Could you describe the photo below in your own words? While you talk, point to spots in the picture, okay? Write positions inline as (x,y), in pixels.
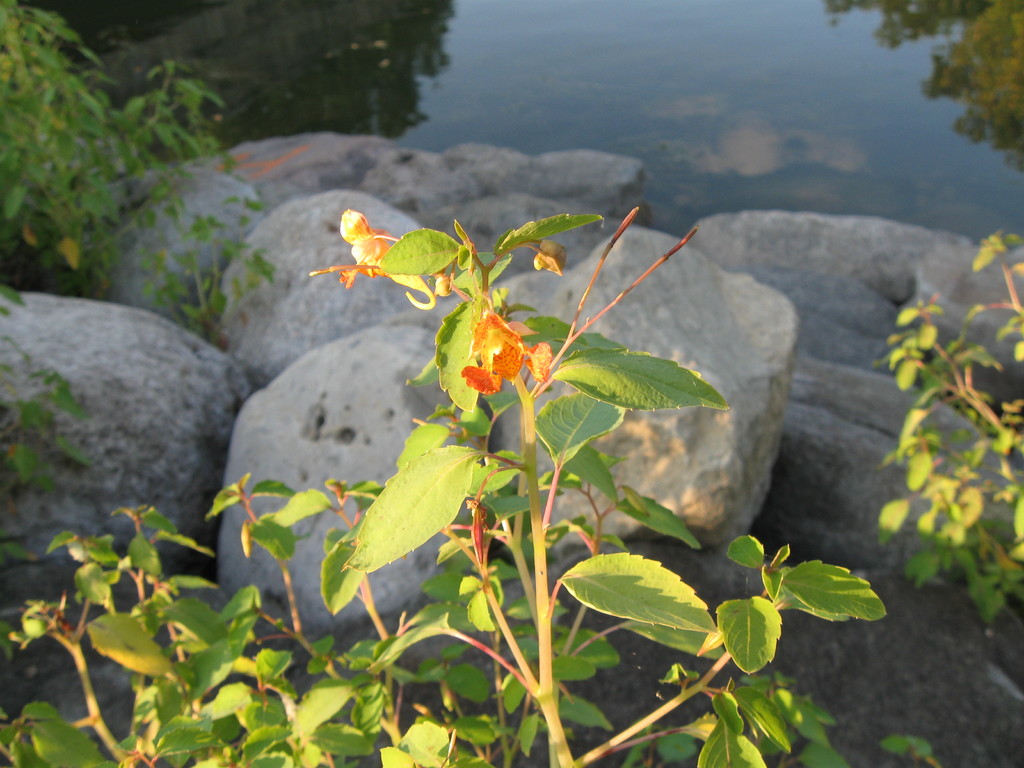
In this picture I can see there are few plants (449,558) at the bottom (450,653), left and right side of the picture (739,662), there are few rocks (817,404) and there is water (576,71) here.
